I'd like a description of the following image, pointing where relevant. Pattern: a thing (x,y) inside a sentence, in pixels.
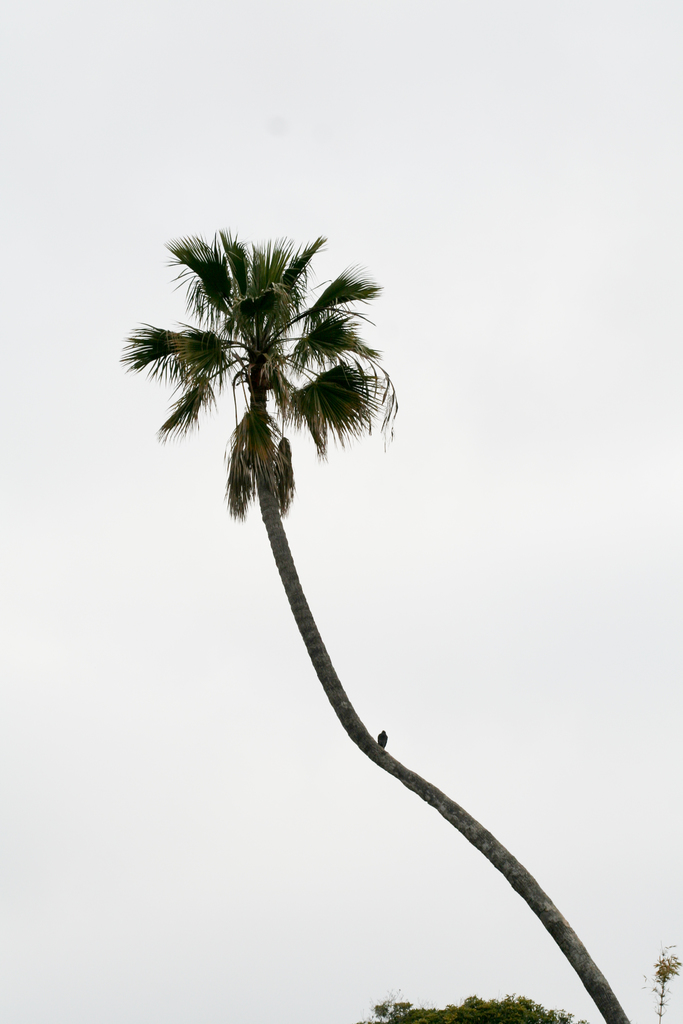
In this picture we can see a bird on a tree (601,999) and green leaves (519,998). In the background (540,999) it is white.
